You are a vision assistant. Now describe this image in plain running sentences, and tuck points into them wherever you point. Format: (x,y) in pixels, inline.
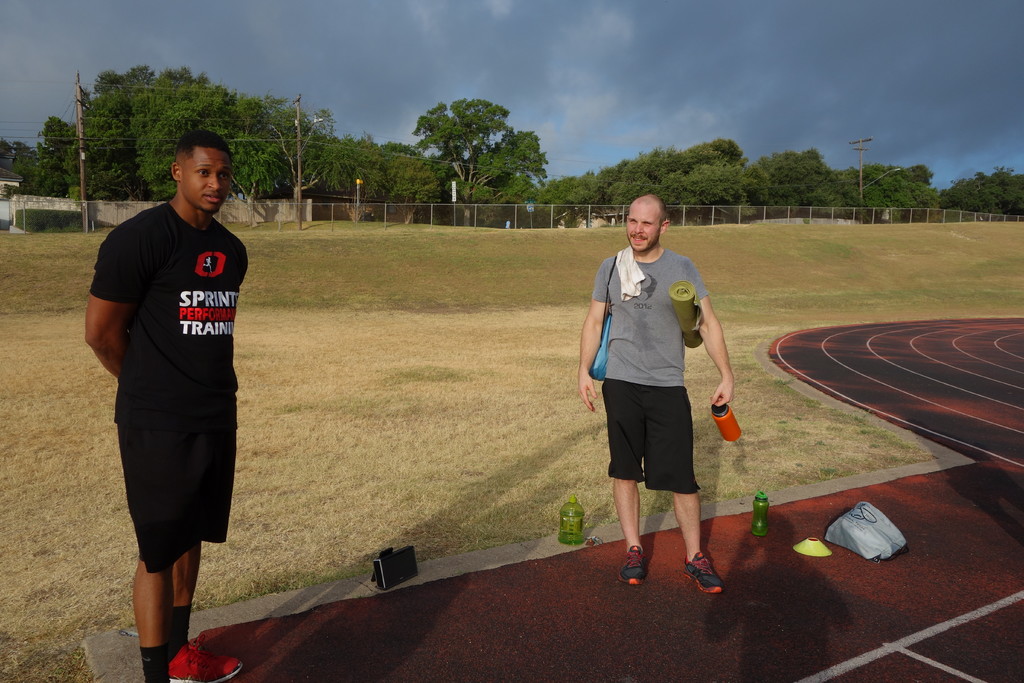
In this image I can see there are two persons (719,332) standing on the ground (534,553) and on the ground (534,553) I can see the bottles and a person (678,412) holding a red color bottle (714,411), at the top (549,95) I can see the sky (549,95) and tree (247,178) and fence (538,227).
